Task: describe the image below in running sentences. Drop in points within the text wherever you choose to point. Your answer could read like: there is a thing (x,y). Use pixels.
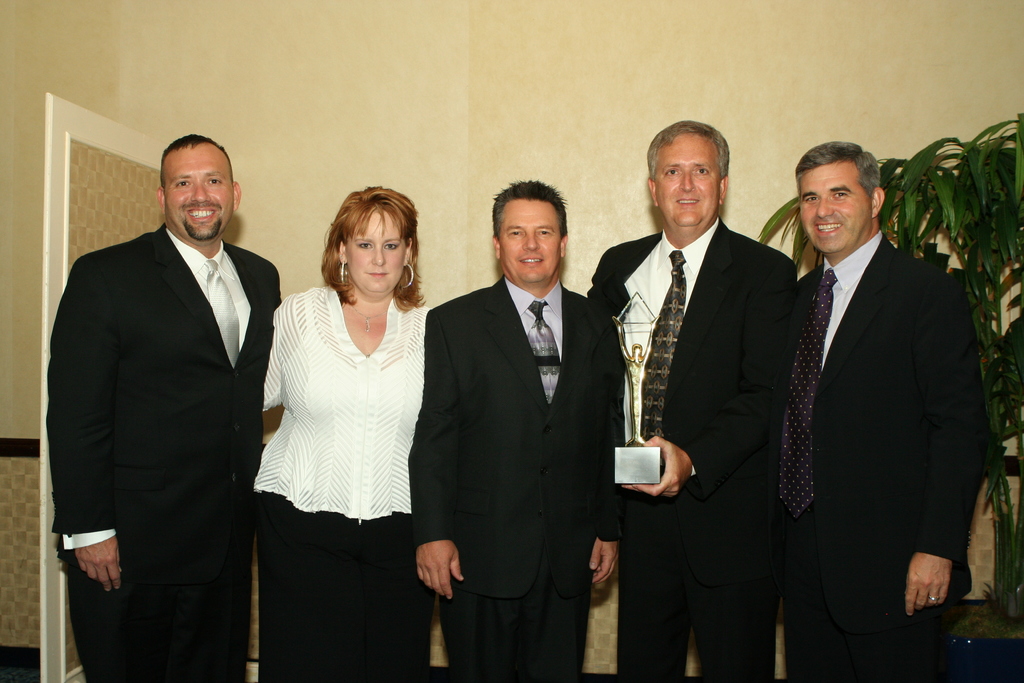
In the image there are four men (529,376) and one lady (406,361) are standing and smiling. There is a man (671,353) holding a trophy (635,382) in the hands (665,458). Behind them on the right side (1019,472) there is a pot (978,641) with plant (977,294). And on the left side (56,200) there is a door (42,571). There is a wall (42,124) in the background (849,119).
